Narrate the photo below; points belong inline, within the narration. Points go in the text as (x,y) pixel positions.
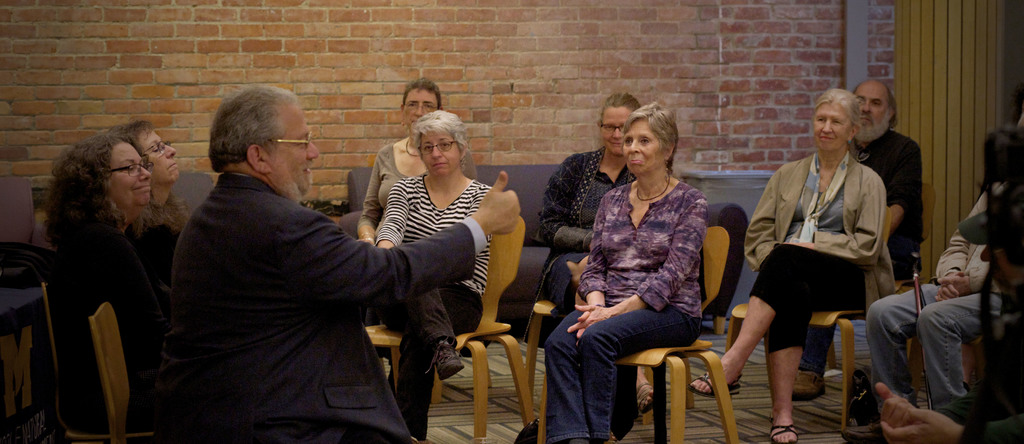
On the background of the picture (558,43) we can see a wall (637,53) with bricks (594,68). This is a pillar (946,98). In this picture we can see all the persons (890,329) sitting on the chair (847,359) and smiling and listening to the speech which is given by a man (355,273) who is sitting on the left side of the picture (305,315). This is a floor carpet (453,413).
